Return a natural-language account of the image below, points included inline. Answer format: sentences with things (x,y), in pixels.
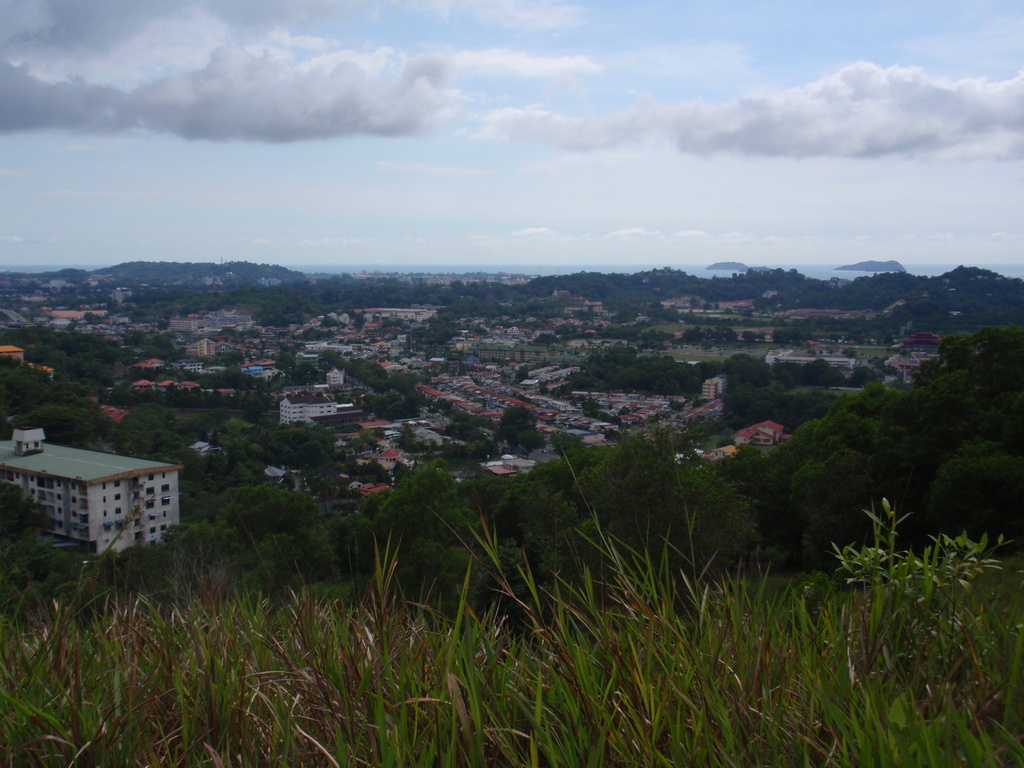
This is an aerial view in this image there are trees (270,293), houses (338,376), building (62,495) and the sky (382,125).
